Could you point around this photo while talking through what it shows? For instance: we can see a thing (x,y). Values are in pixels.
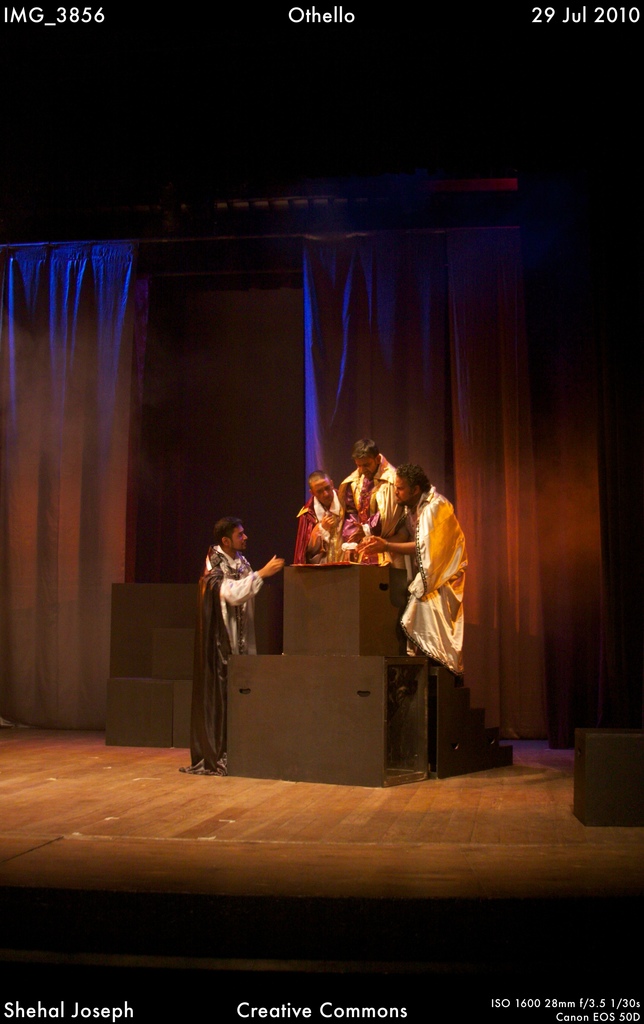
In this image there are three people (460,567) standing on the stairs (448,710). In front of them there is a podium (350,659). There is a person (216,666) standing. There are some objects (191,688) on the stage (253,851). In the background of the image (17,376) there are curtains (384,310). There are some text (67,1007) and letters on top (317,15) and bottom of the image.
